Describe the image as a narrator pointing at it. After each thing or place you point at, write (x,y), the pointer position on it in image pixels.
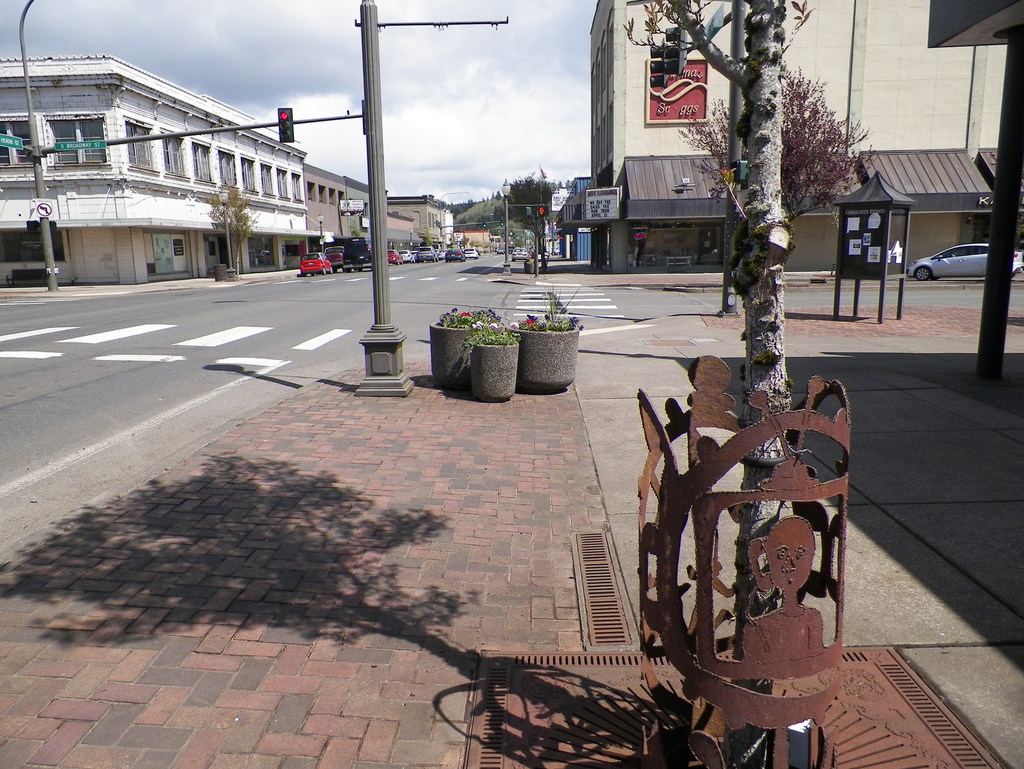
In this image we can see the buildings (324,194), some roads (26,394), some trees (486,204), some poles (1002,212), some vehicles (952,258) on the roads (416,272), few boards (590,200) with poles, few signal lights (282,128) with poles (36,152), few objects (504,184) with poles (41,190), some posters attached to the object (898,292) on the footpath (792,331), few plants (517,336) with flowers (545,323) in the pots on the footpath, one fence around the tree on the footpath (620,488), few objects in the buildings (582,188), few objects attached to the buildings (288,146) and at the top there is the sky (267,115).
